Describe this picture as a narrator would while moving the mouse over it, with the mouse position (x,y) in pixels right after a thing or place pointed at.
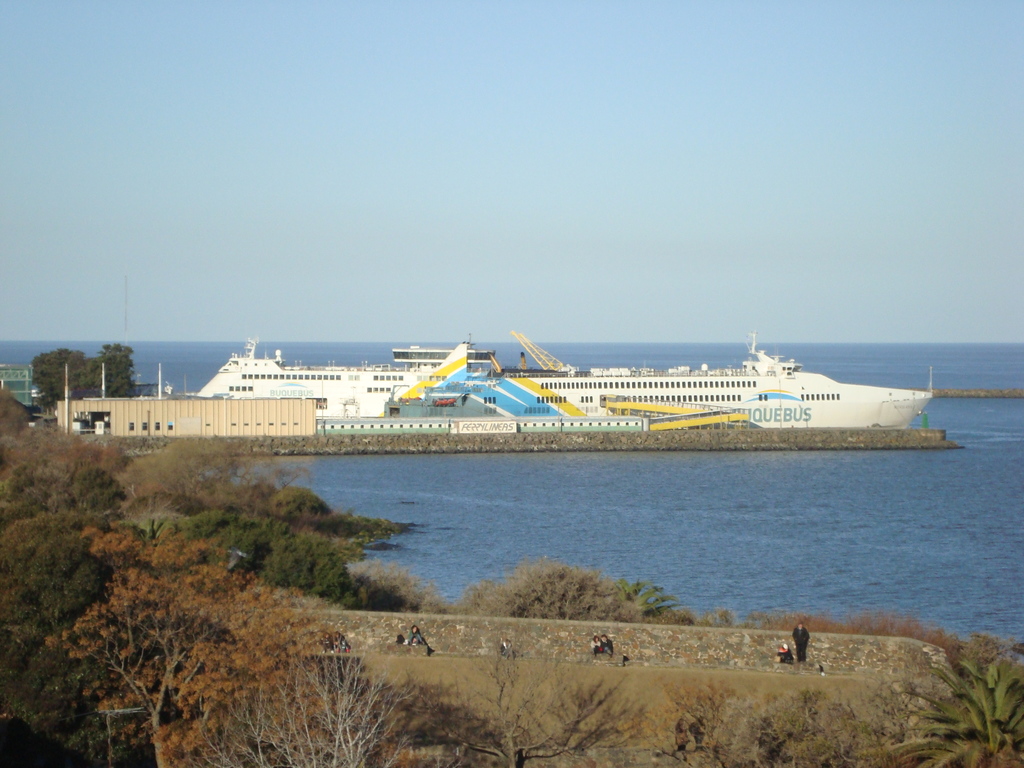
In this picture we can see some people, trees (108,360), walls (855,663), some objects (337,430) and a ship (850,396) on the water (696,472) and in the background (599,236) we can see the sky (483,206).
